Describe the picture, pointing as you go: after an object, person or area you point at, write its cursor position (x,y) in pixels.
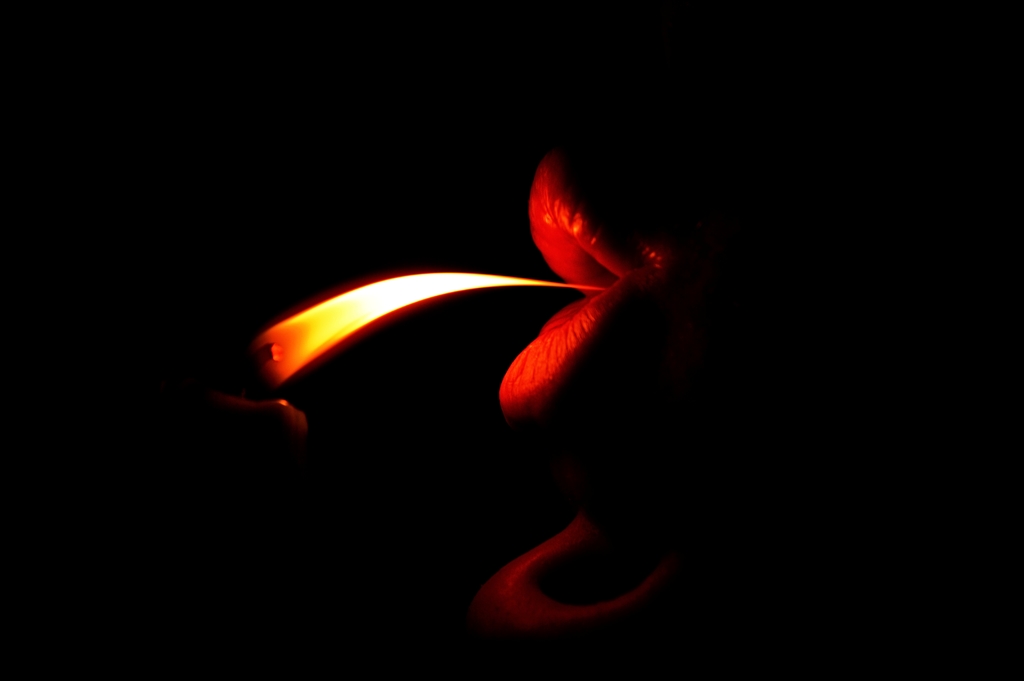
In this image there is a candle (261,428) and a fire (363,309) in front of which a lip like thing (564,244) is there.
